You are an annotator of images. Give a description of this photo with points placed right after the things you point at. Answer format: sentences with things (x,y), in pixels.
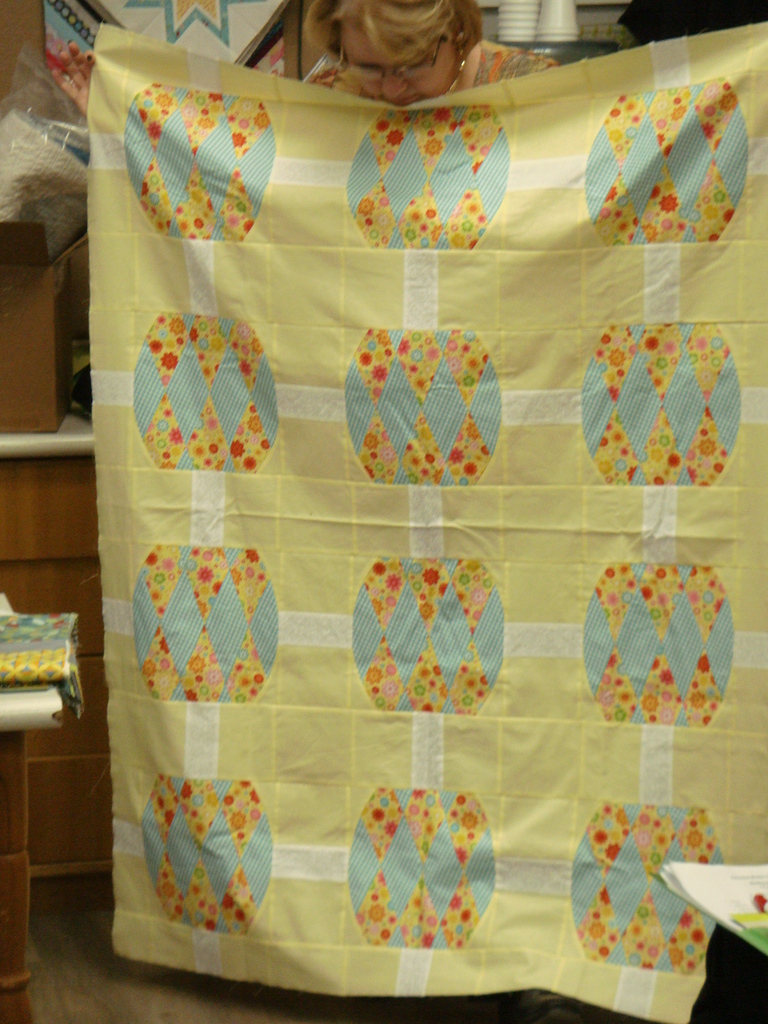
In the center of the image (449,420) we can see a lady (428,52) standing and holding a cloth (635,566). On the left (29,663) we can see things (20,634) placed on the stand (15,913). In the background (575,25) there is a wall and we can see cups (560,34).
